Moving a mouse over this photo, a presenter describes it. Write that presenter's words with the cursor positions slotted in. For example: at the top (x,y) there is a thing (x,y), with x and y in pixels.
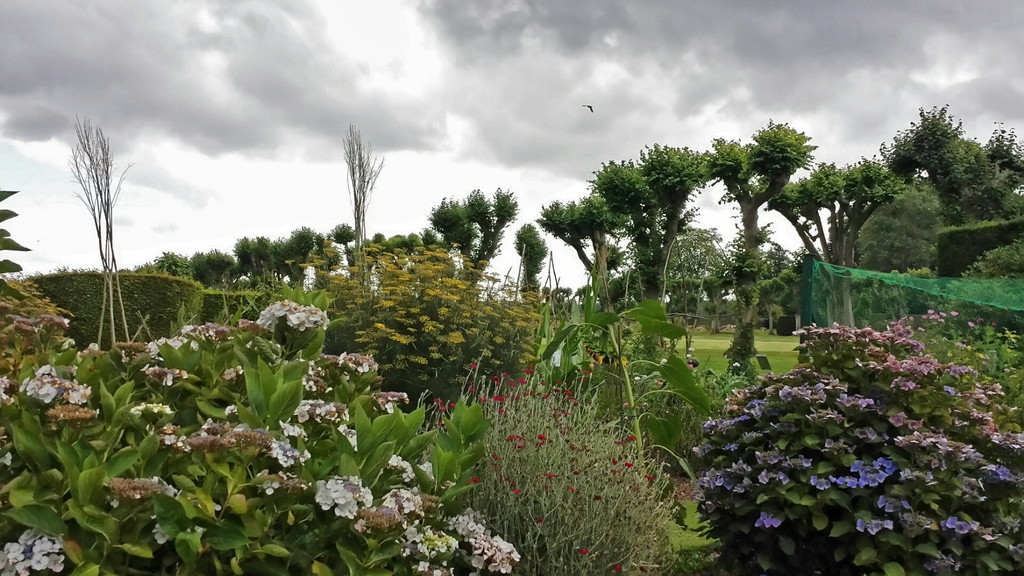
This image consists of many plants (546,408) and trees (733,322). At the bottom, there is green grass (778,350) on the ground (704,362). At the top (286,131), there are clouds (45,166) in the sky (406,100).
